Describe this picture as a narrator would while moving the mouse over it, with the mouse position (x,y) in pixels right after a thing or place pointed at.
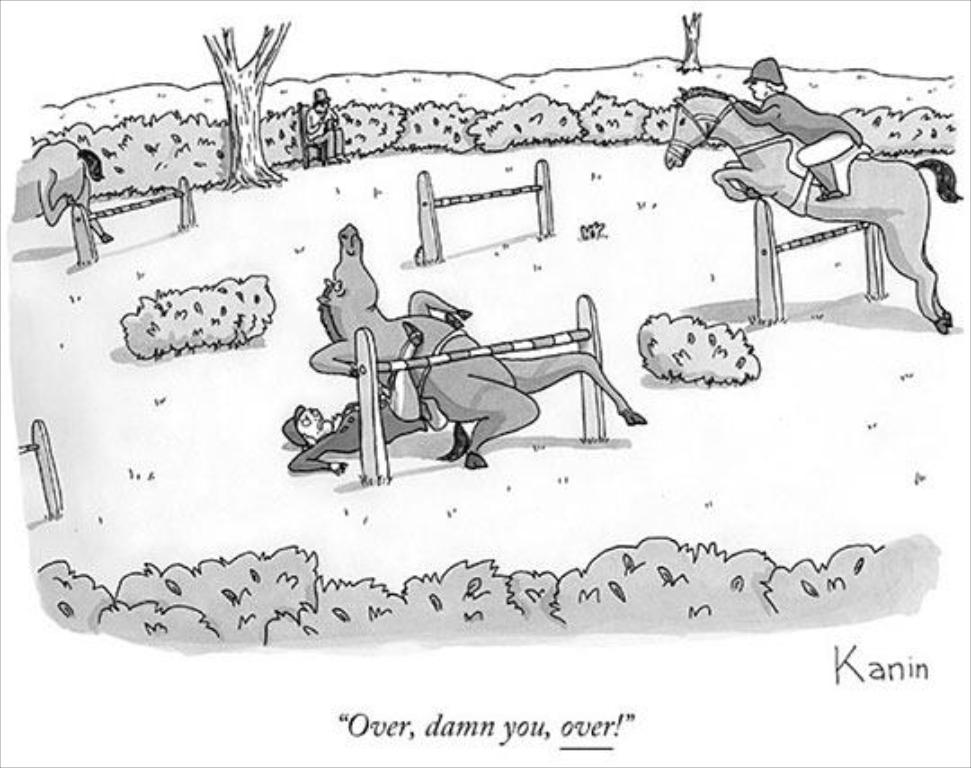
This picture is a sketch. In this image we can see some animals (697,117), persons (407,422), trees (249,117), plants (208,311), ground (521,334) are there. At the bottom of the image (470,723) some text (459,718) is there.
